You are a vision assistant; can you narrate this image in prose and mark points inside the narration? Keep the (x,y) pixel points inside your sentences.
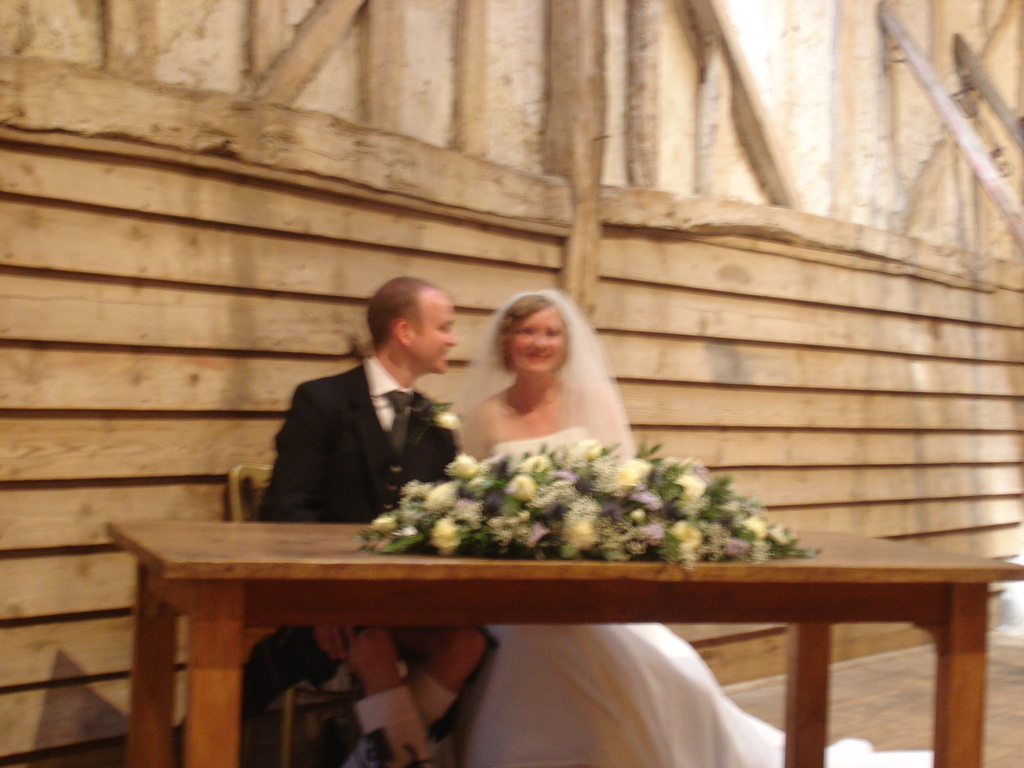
This picture shows couple of them (474,448) seated on the chairs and a table (572,609) with flowers (677,543) and we see a wooden wall (754,160) on the back (33,67) and man (294,413) wore a black color coat (319,495) and women (549,392) wore a white color dress (845,766) and a white color cloth (502,344) on the head (511,327).
